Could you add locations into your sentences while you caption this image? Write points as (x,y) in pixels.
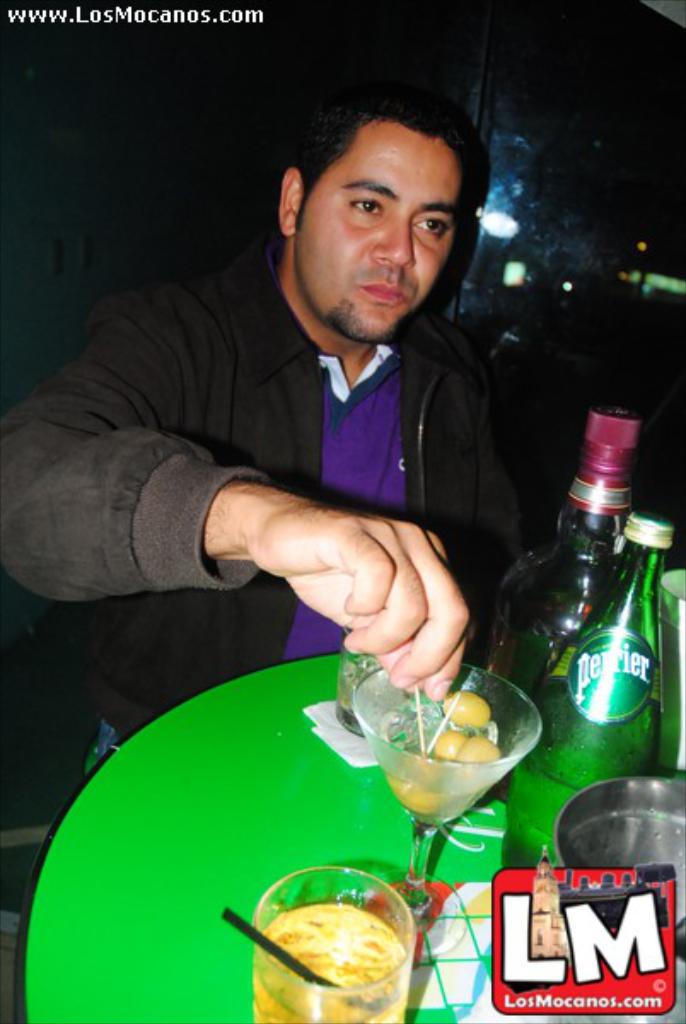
In this image I can see the person (72,399) with the black, white and purple color dress (240,405). In-front of the person (184,587) I can see the glasses (409,780) and bottles (576,582) on the green color surface (204,854). And there is a black background (538,11).
